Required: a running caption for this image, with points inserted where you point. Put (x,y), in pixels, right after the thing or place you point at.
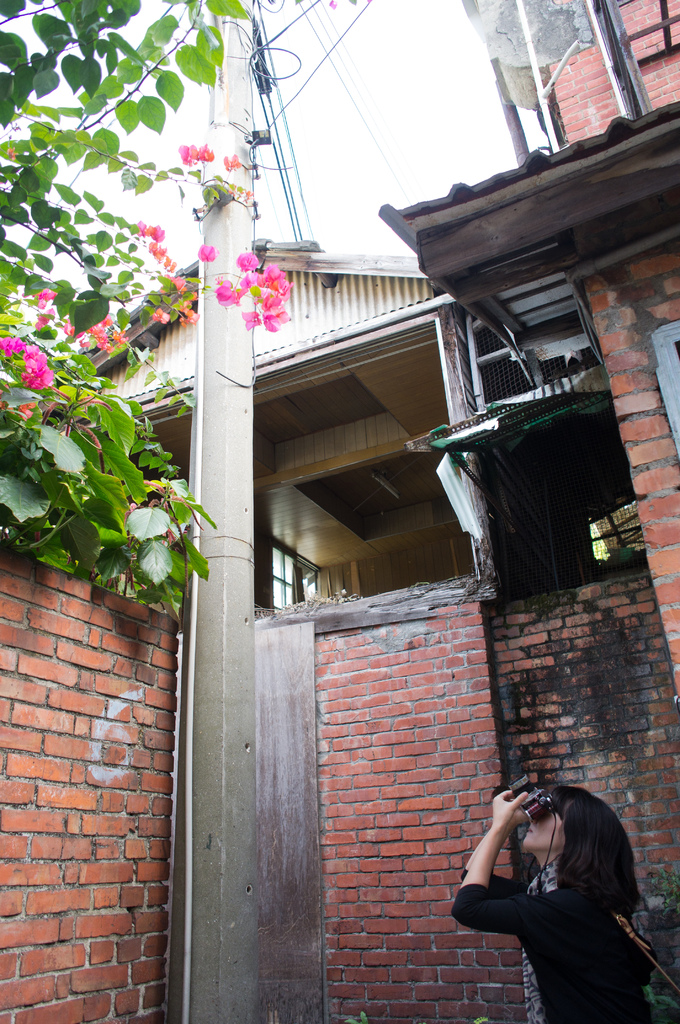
In this picture we can see a woman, here we can see an electric pole (239,873), trees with flowers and in the background (275,761) we can see a building (337,685) and the sky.
